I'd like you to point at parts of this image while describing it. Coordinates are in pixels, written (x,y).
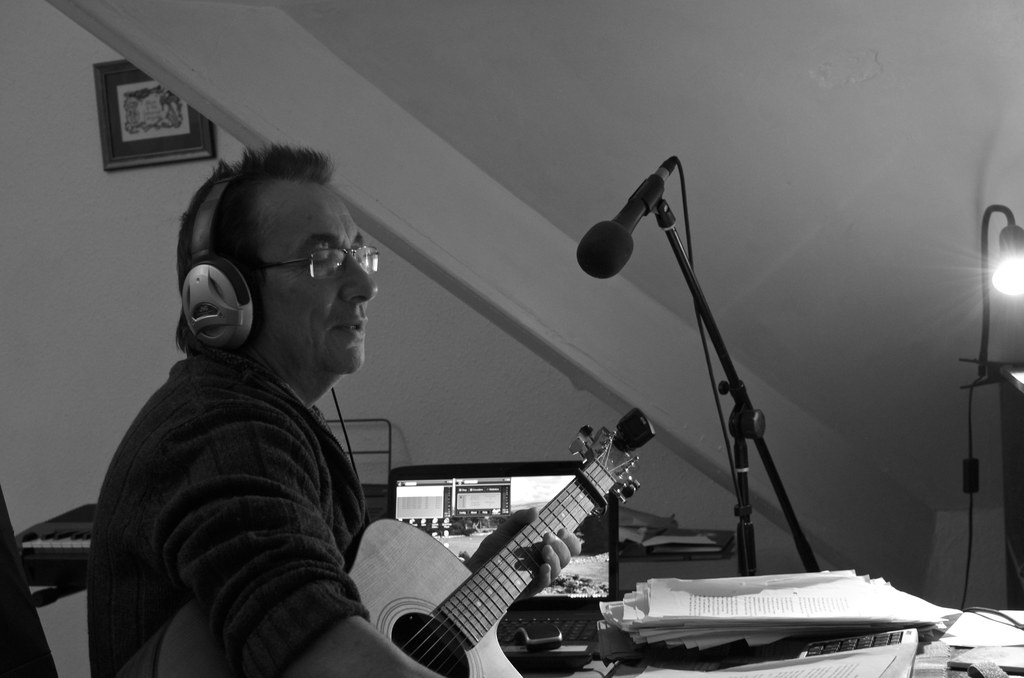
Here we can see a man (247,443) with headphones (224,310) on him, playing a guitar (368,546) with microphone (633,206) in front of him and a laptop (577,599) present in front of him and some papers (679,580) present, at the right side (987,299) we can see a light (1013,274) and at the left side (135,130) we can see a portrait (180,147).
